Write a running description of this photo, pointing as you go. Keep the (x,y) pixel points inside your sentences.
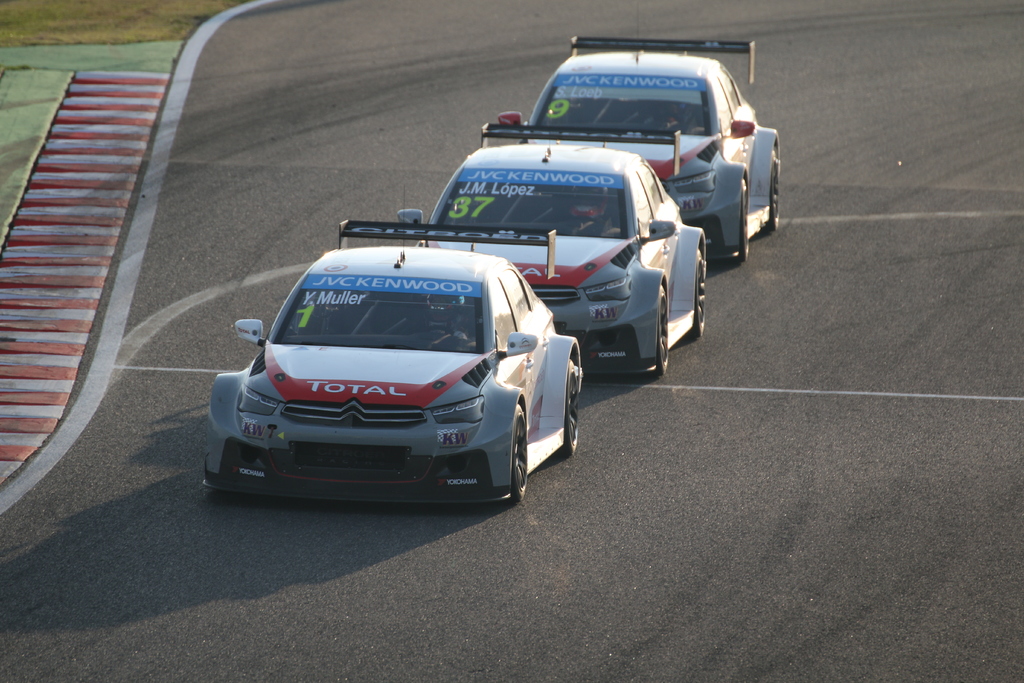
In this image in the center (440,305) there are three cars (539,230), and it seems that there are some people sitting in cars (460,319). And at the bottom (564,519) there is a walkway (865,461), and on the left side of the image (171,30) there is a slope (85,98) and grass (49,29).
